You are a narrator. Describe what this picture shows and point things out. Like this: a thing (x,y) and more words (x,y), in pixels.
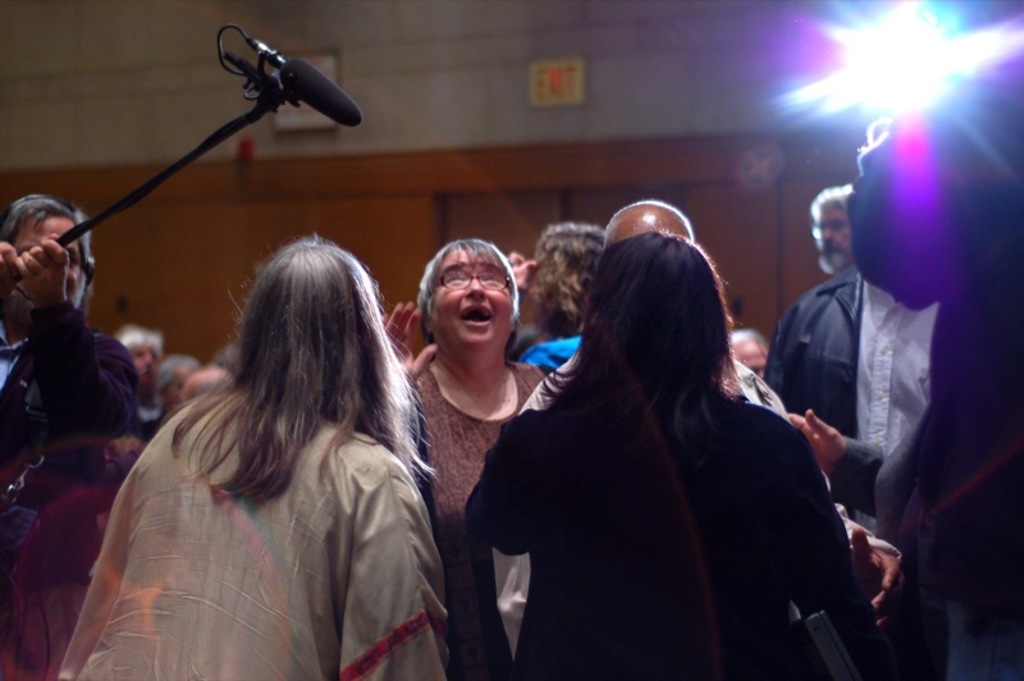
Group of people (268,364) standing and left side of the image (28,383) this person (68,268) holding a microphone (257,87) with stand (246,115). Background (314,117) we can see light (806,79) and boards (295,117) on a wall (494,70).
